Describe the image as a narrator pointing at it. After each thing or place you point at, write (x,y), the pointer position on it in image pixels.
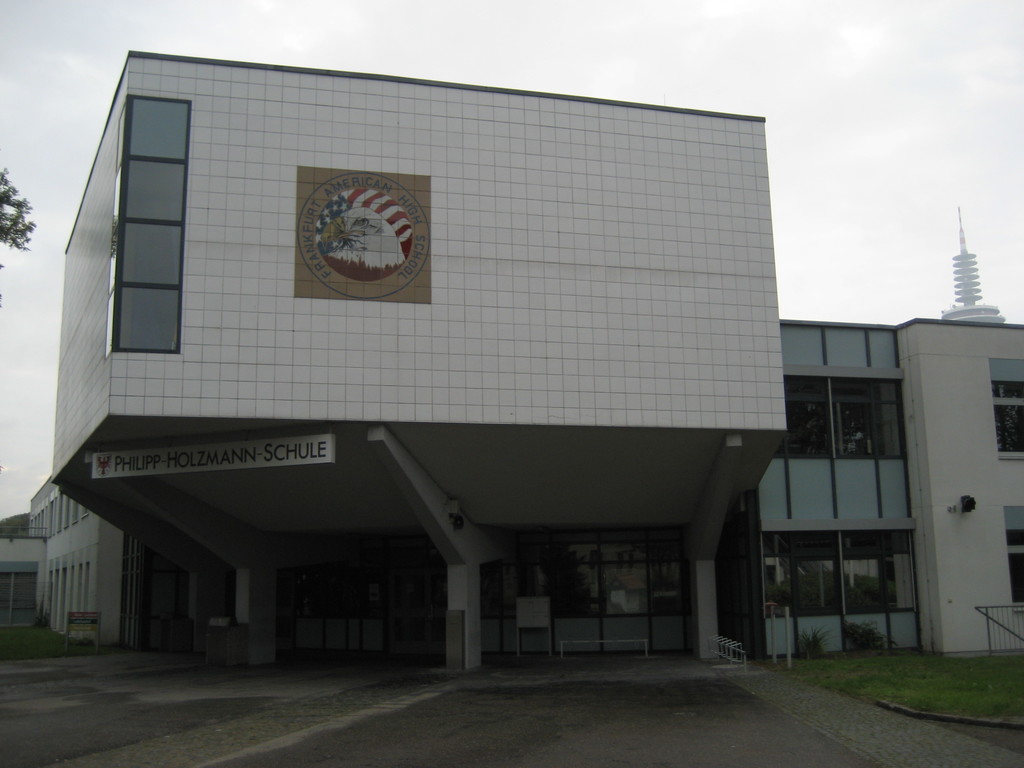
There is a building (323,401) with pillars (263,617), glass walls (330,592). On the building (274,276) there is a logo (309,264). Also there is a board (212,457) with something written. In front of the building (511,600) there is railing (1013,628) and grass (901,669). In the background (551,51) there is sky (453,45).
